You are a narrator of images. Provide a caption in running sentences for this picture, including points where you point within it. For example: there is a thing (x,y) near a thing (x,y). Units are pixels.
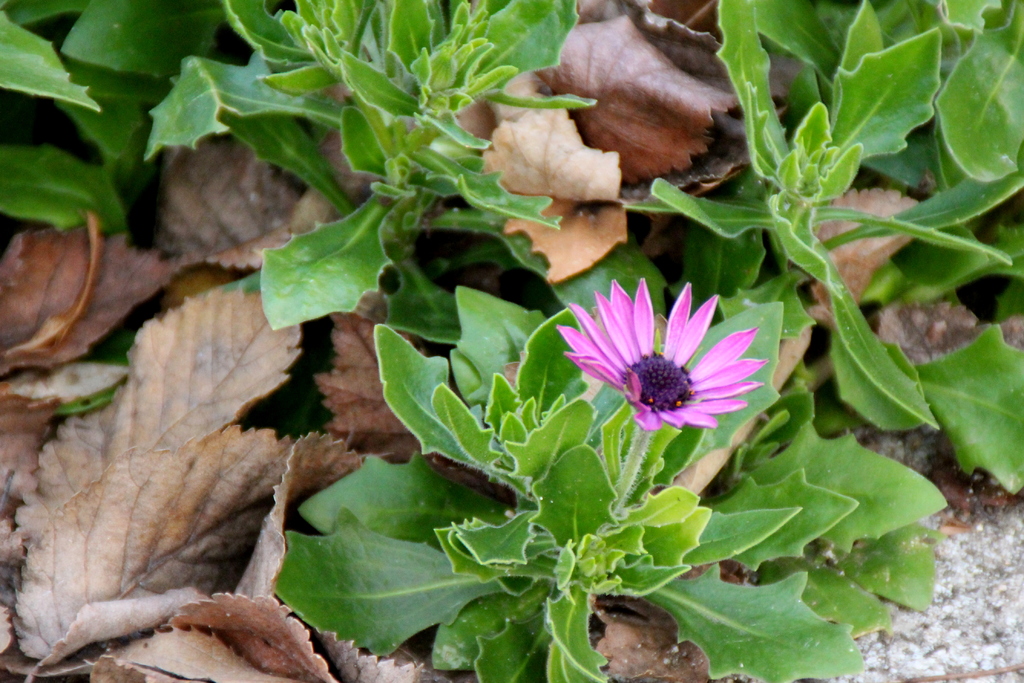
In this image I can see the pink and purple color flower (630,343) to the plant (618,459). To the side I can see some dried leaves (100,500).
